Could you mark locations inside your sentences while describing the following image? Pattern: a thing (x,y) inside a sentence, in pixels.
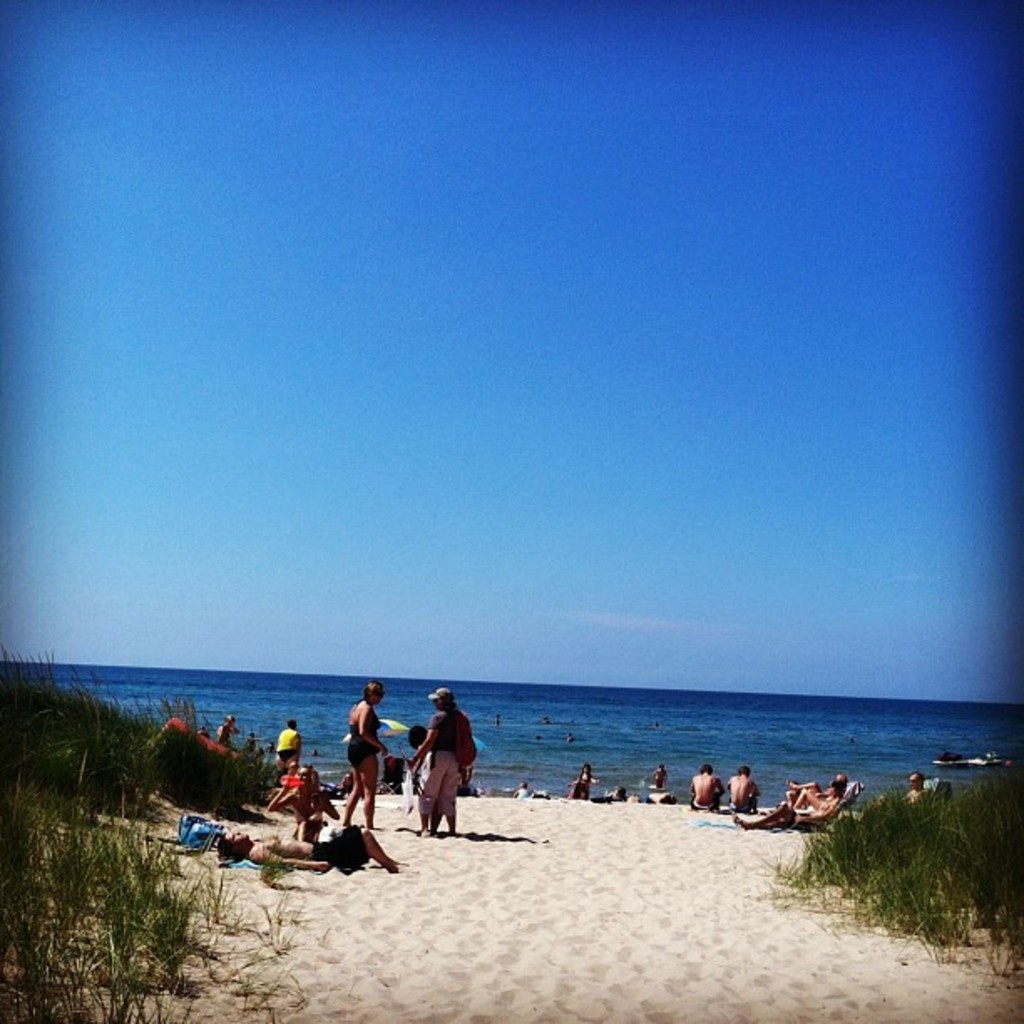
In this picture I can observe some people (436,748) standing, sitting and laying in the beach (548,808). There is some grass (109,738) on the land (691,894). In the background (334,728) there is an ocean (487,709) and a sky (496,360).
